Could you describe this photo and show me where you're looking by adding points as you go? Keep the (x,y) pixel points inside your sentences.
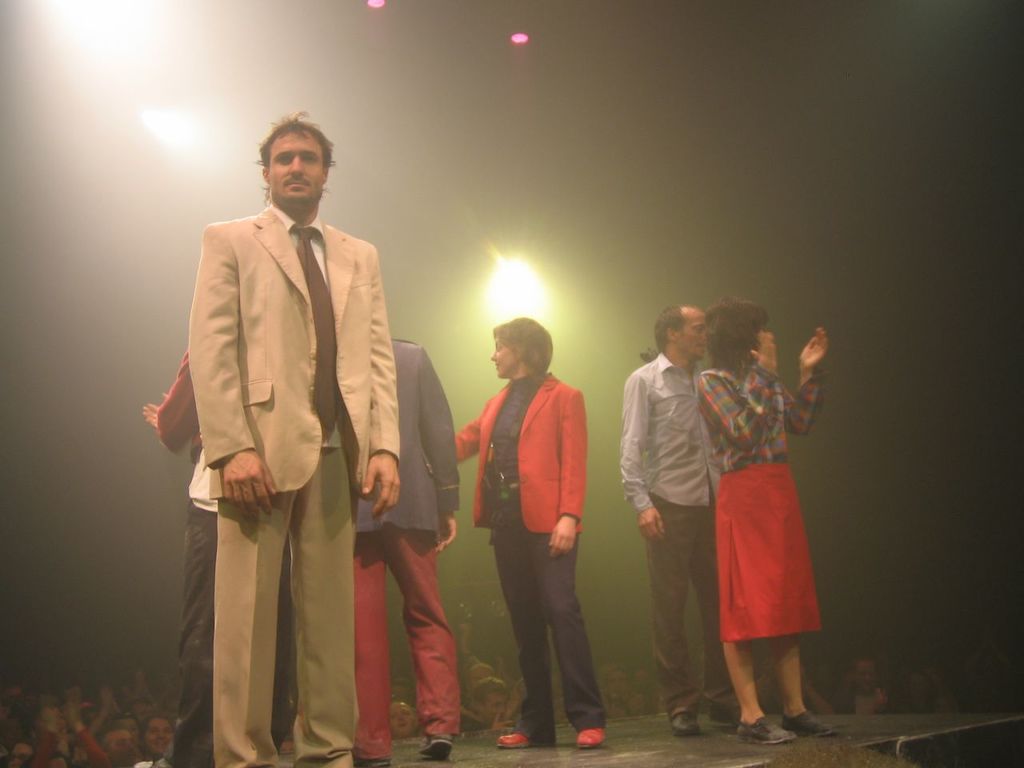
In this image, we can see a group of people (415,608) are standing on the stage (804,767). At the bottom (856,672), we can see few people (8,764). Few are smiling. Background we can see the lights (58,9).
